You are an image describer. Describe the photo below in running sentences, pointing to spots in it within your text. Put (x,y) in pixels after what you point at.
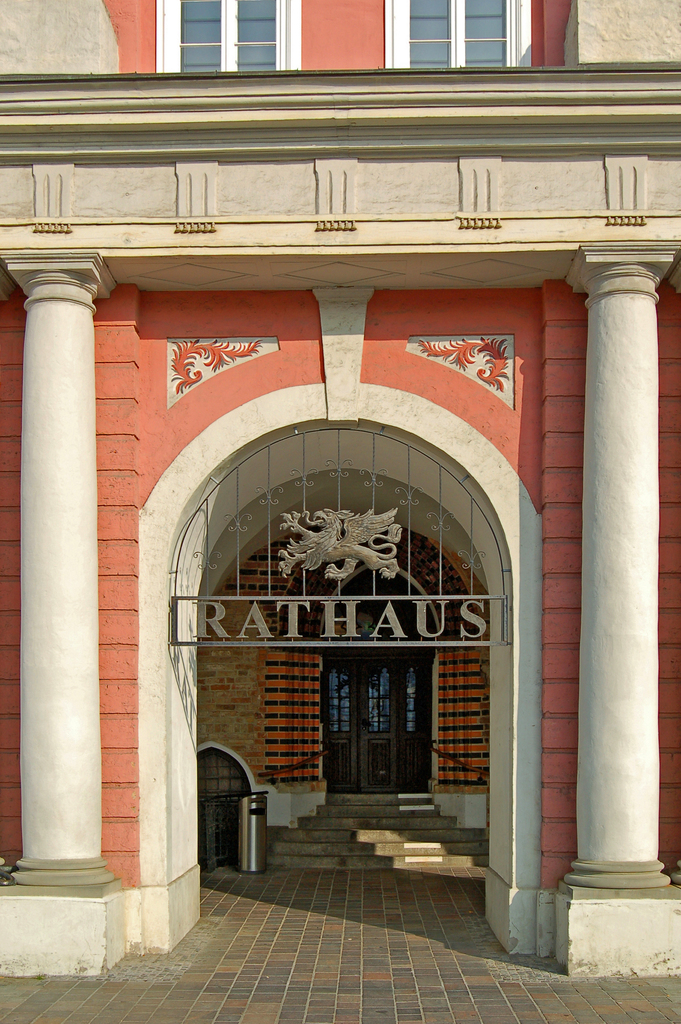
In this picture we can see an arch (357,334) in the front (355,378), on the right side (611,472) and left side there are pillars (616,483), in the background (374,730) we can see a door (377,714), there is a dustbin (253,837) here, we can see two windows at the top of the picture (253,28).
